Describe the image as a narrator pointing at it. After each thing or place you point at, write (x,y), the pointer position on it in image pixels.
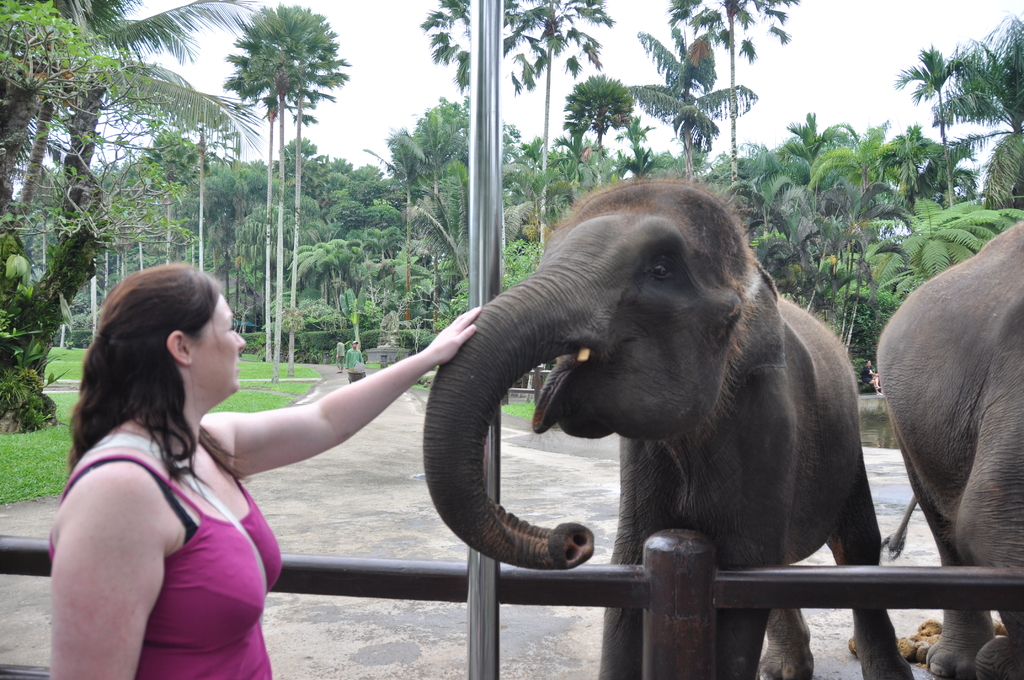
This picture is of outside. On the right (711,302) there are two elephants (777,457) standing on the ground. In the center (492,251) we can see a pole (490,226). On the left (152,361) there is a woman (166,556) wearing pink color t-shirt (219,566) and standing, behind her we can see the tree (48,291) and some grass (39,440). In the background (388,23) we can see the sky (851,78) and many number of trees (399,204) and we can see the person's (347,352) seems to be walking on the ground (327,377).
